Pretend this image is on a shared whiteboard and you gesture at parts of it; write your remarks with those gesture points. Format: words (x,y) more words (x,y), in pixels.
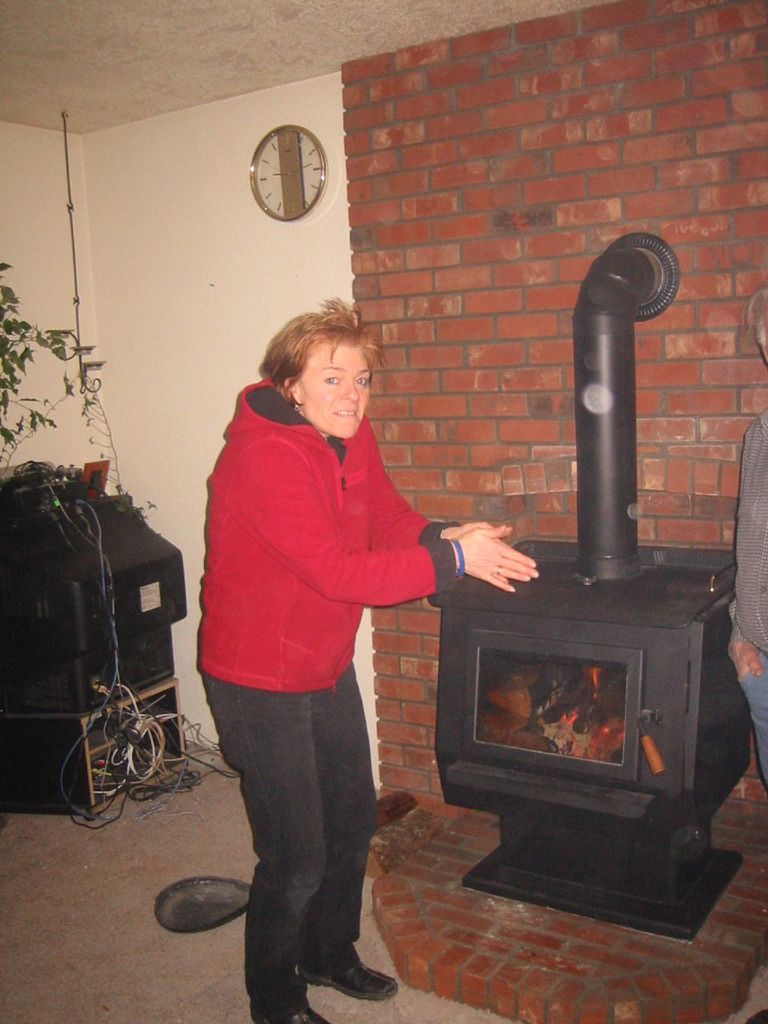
In this image there is a person (266,882) standing on the floor (117,941). Right side (529,826) there is a fireplace (560,701). Left side (33,693) there is an object (59,673) on the table (67,746). A clock (284,153) is attached to the wall (183,273). Left side (12,304) there is a plant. Right side (764,612) a person (767,625) is standing. Background (718,419) there is a wall (670,526).
